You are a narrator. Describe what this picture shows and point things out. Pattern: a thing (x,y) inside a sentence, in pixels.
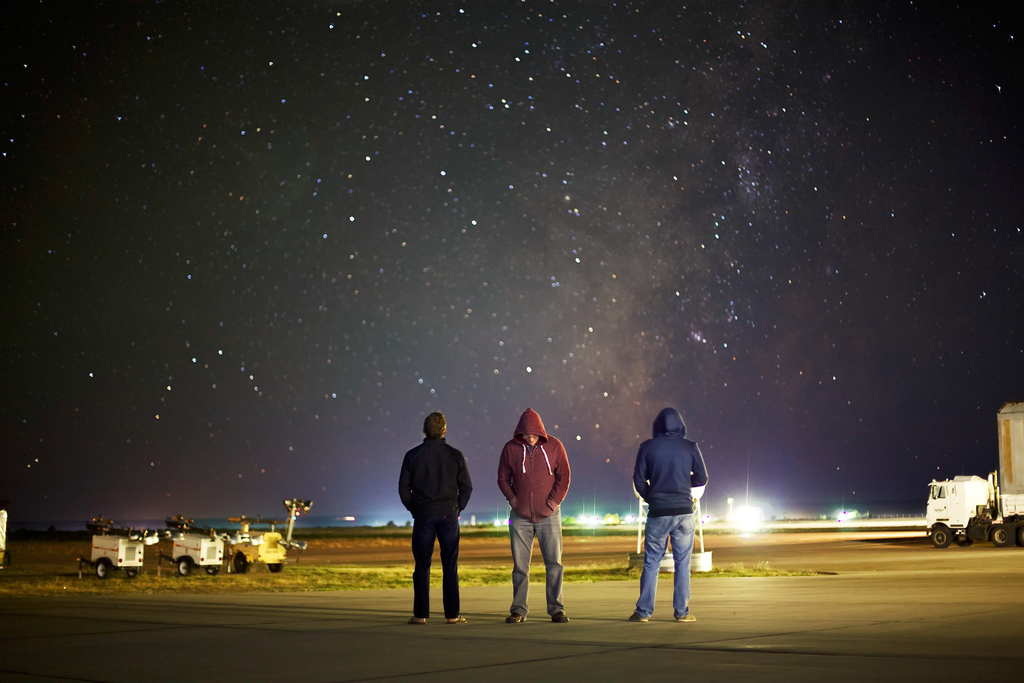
In the center of the image (445,437) there are people (555,542) standing on the road (492,676). In the background of the image (520,359) there is sky (624,204). There are vehicles (963,524). There is grass (294,577).
